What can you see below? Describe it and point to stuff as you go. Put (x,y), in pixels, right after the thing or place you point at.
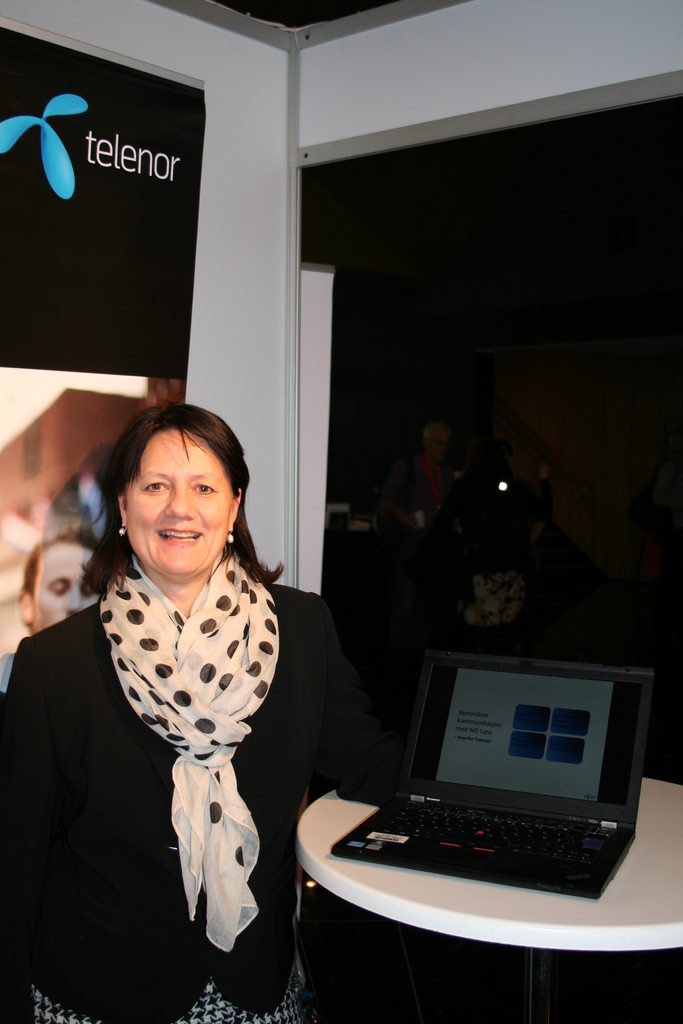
In this image, there are a few people (238,667). Among them, we can see a lady (126,462) wearing some clothes (249,771) and standing. We can see a laptop (511,661) on the table (449,913). We can see a banner (97,71) with some text (133,155) and image (126,381). We can see the wall (253,219). We can see some glass (488,353).
